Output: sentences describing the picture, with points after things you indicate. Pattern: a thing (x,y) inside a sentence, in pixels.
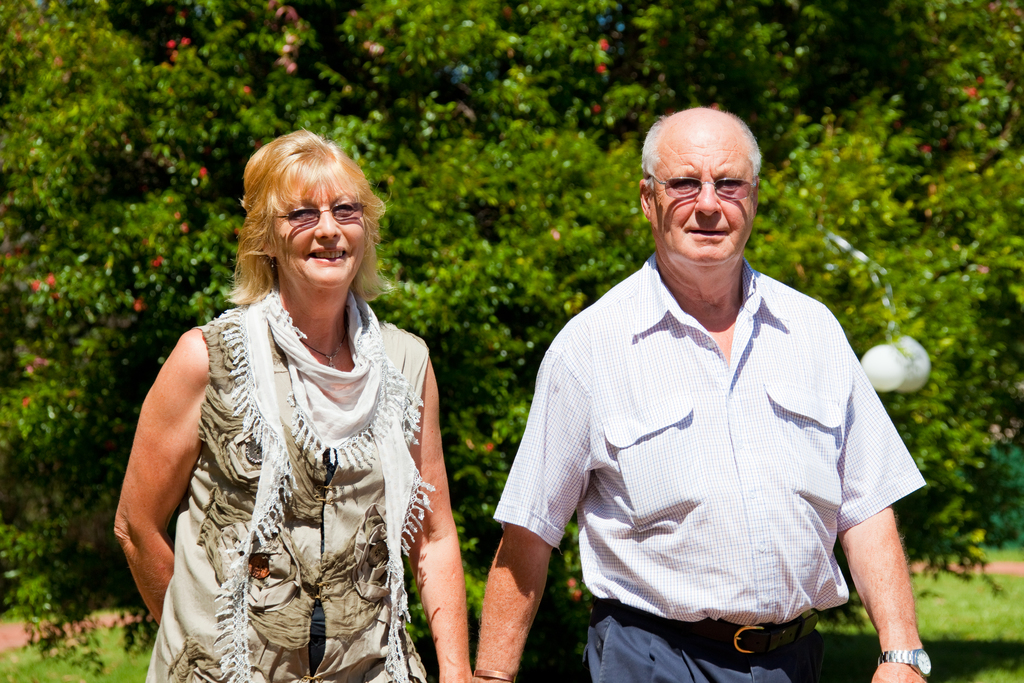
In this picture I can see a man (605,451) and a woman (422,470) in the middle (573,418). In the background (500,317) there are trees (466,336).
